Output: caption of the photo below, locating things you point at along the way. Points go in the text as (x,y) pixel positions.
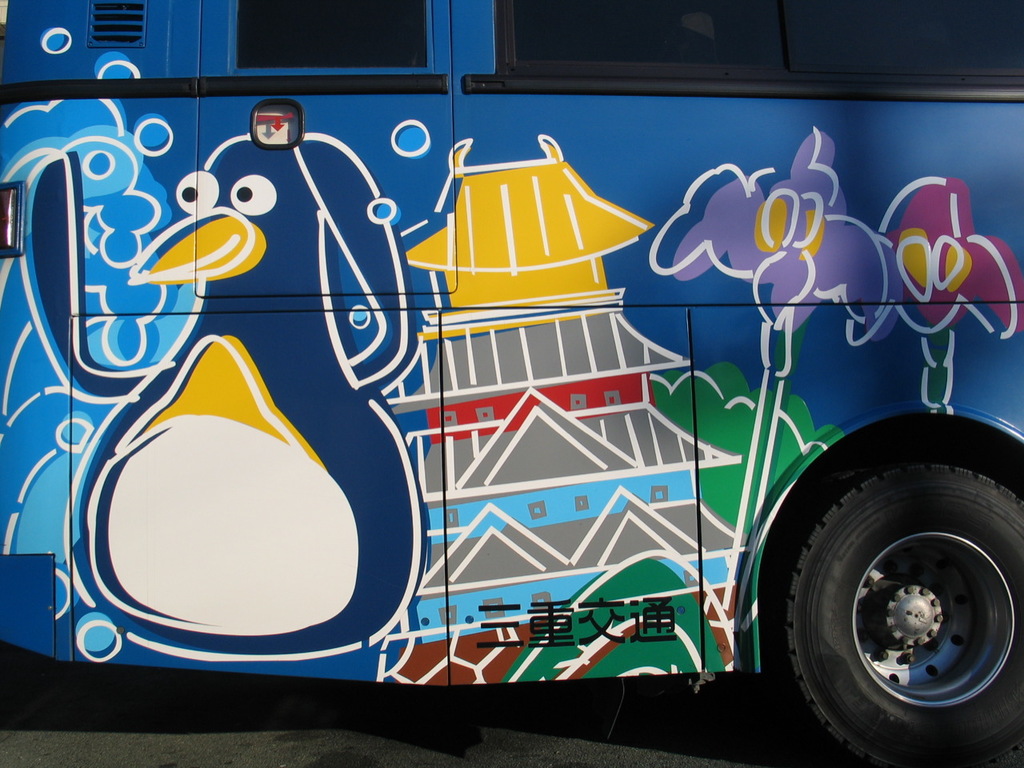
In this image, we can see a bus (511,465) on the road (400,720).
